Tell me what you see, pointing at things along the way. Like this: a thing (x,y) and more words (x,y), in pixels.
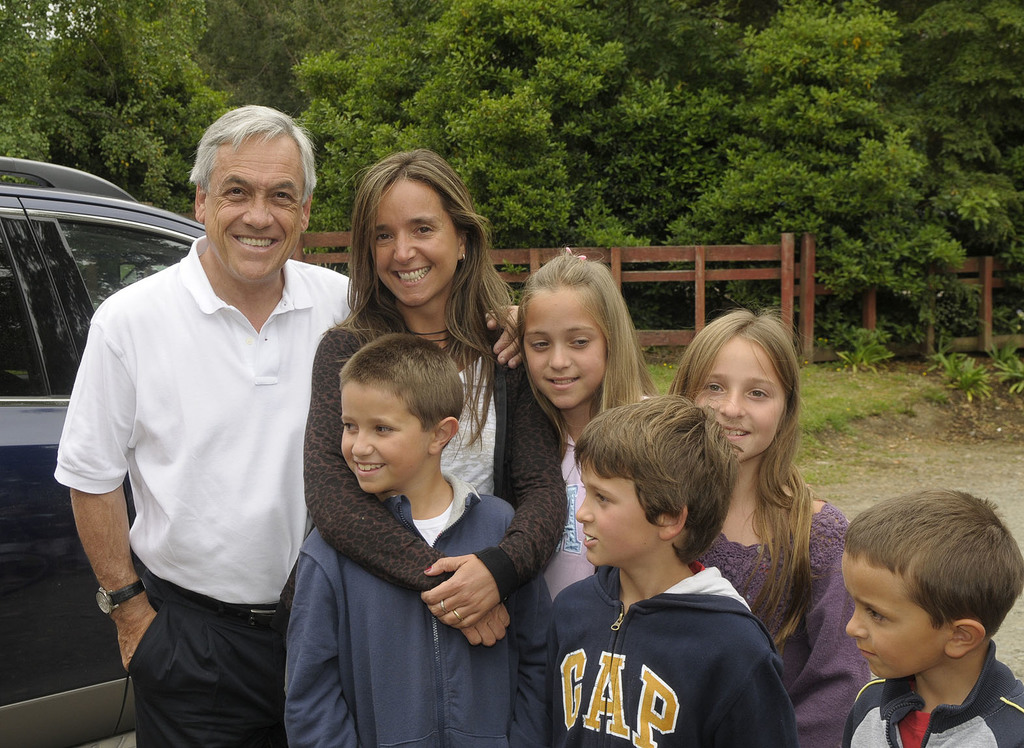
This image consists of seven persons (471,340). On the left (124,401), the man (174,414) is wearing a white T-shirt (186,450). And there is a car (80,644) behind him, which is in dark blue color. In the background (978,57), we can see many trees (75,128) and a fencing (814,292) made up of wood (897,346). On the right (849,406), there is green grass (861,409) on the ground (849,466).
